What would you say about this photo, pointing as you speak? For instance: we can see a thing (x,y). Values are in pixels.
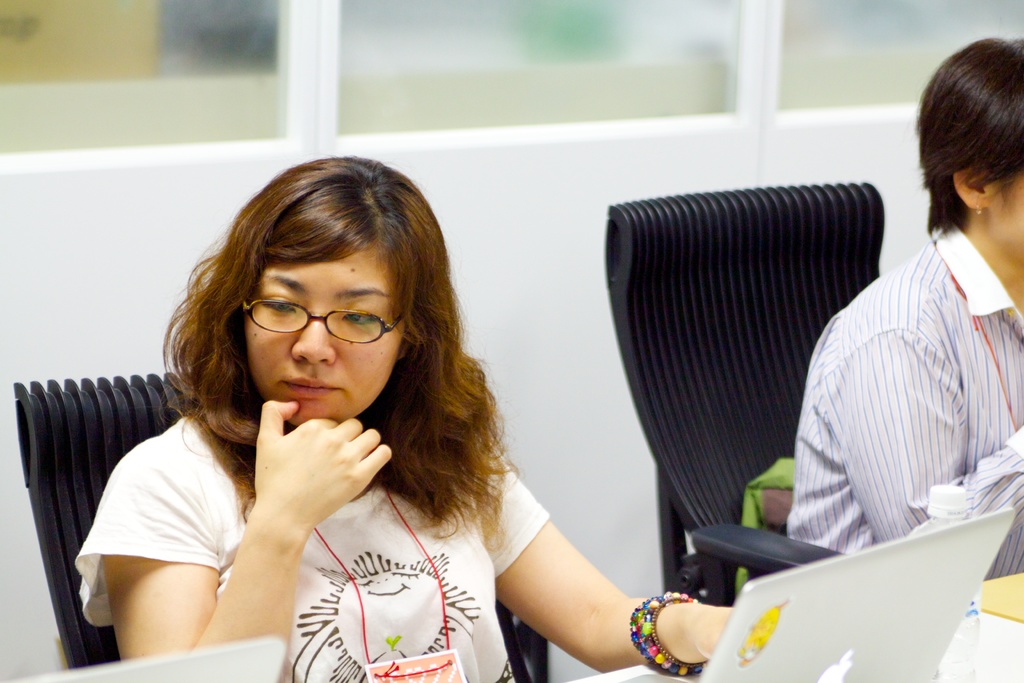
In the picture we can find two women (440,305) sitting on the chairs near the desk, on the desk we can find a laptop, and one woman (437,317) is wearing a white T-shirt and other is wearing a shirt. In the background (507,308) we can find a white wall (494,305) with glass (185,95).
